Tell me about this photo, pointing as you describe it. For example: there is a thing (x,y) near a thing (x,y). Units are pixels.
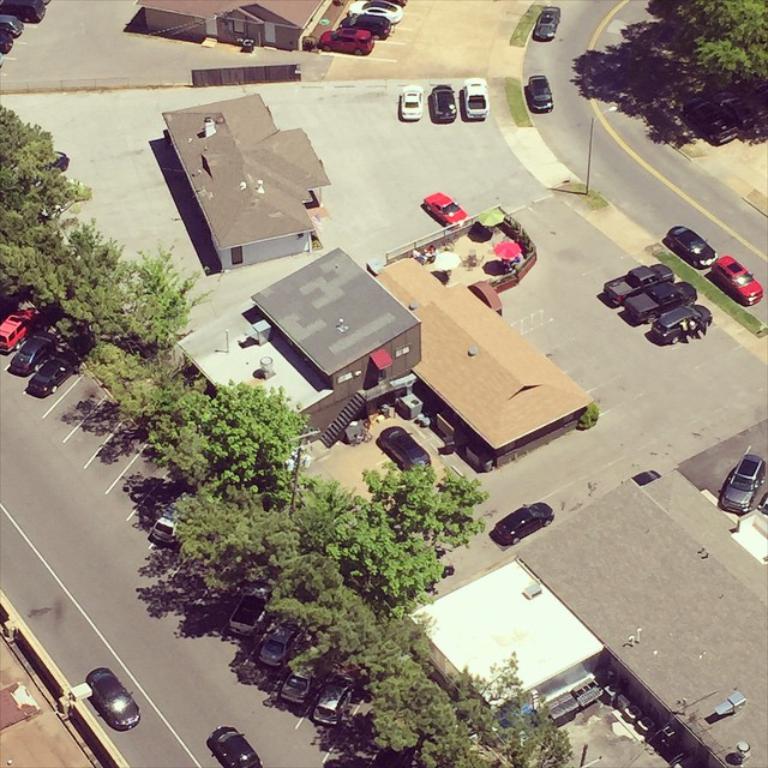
In this picture there are buildings (287,227) and trees (390,693) and poles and there are vehicles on the road (727,380) and there are wires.
